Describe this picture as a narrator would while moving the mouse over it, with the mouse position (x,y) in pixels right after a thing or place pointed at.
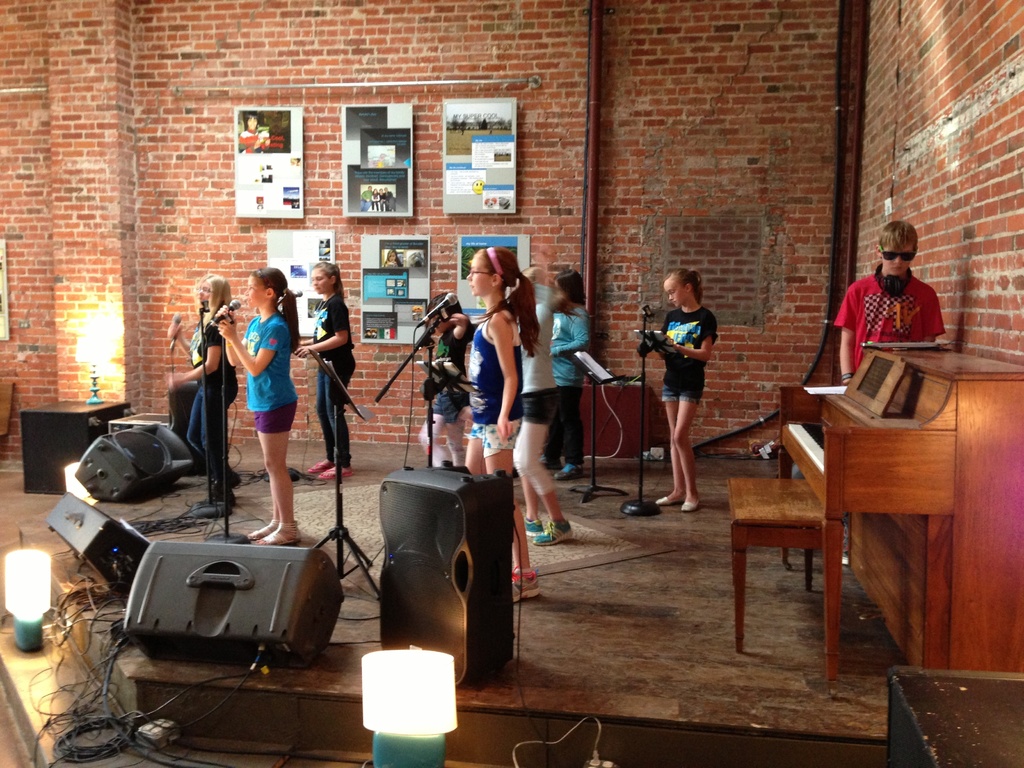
There are group of girls (574,388) standing on a stage (254,488) and singing on mic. On the right (867,317) a boy (861,328) is standing at piano board (827,435). On the wall (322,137) we can see frames (273,111). On the left (149,606) there are speakers (95,459) and lights (95,379).
